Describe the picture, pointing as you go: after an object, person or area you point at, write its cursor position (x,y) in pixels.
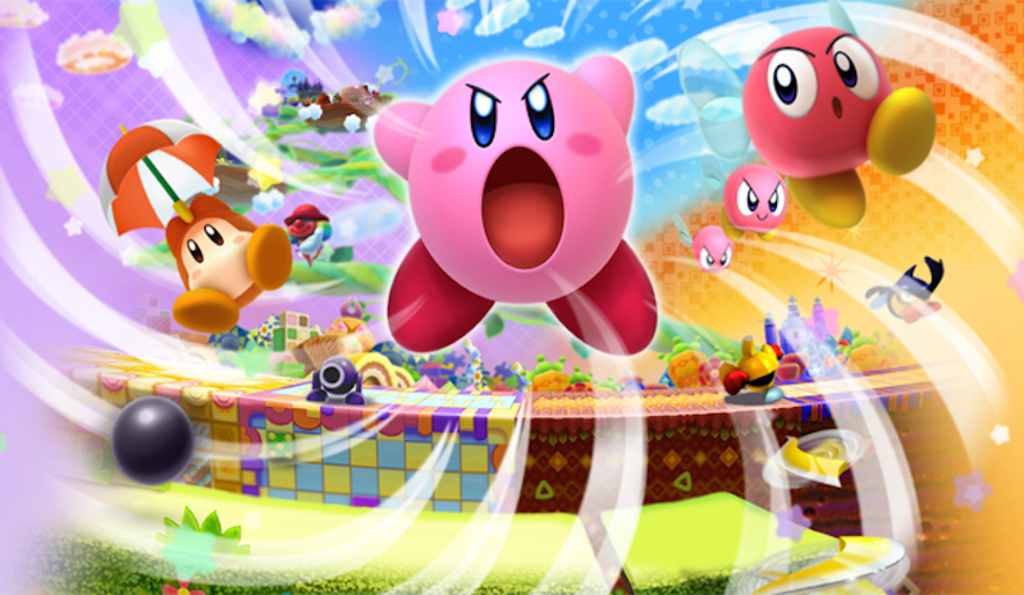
In this picture we can see toys (202,329), umbrella (128,156), sky (419,56) with clouds (315,21), ball (139,446) and some objects (861,346).
